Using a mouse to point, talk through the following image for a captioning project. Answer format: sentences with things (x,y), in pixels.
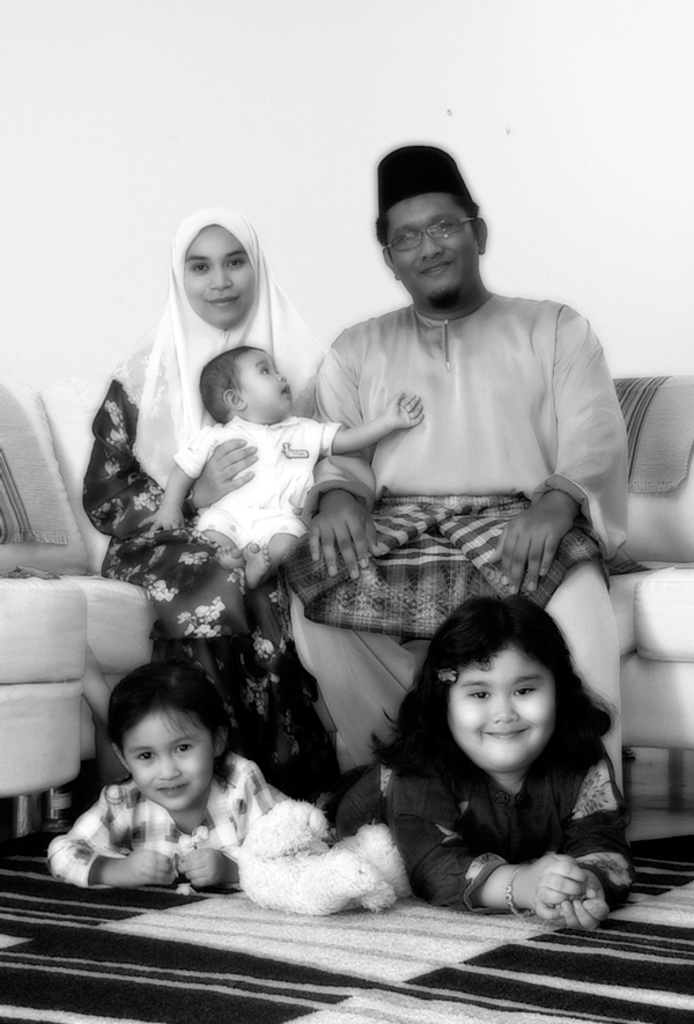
In this picture we can see two people (566,426) sitting on a sofa (66,605) and smiling and two girls (173,802) smiling and a toy (375,834) on a carpet (374,944) and a child (260,441) on a woman (261,723).
